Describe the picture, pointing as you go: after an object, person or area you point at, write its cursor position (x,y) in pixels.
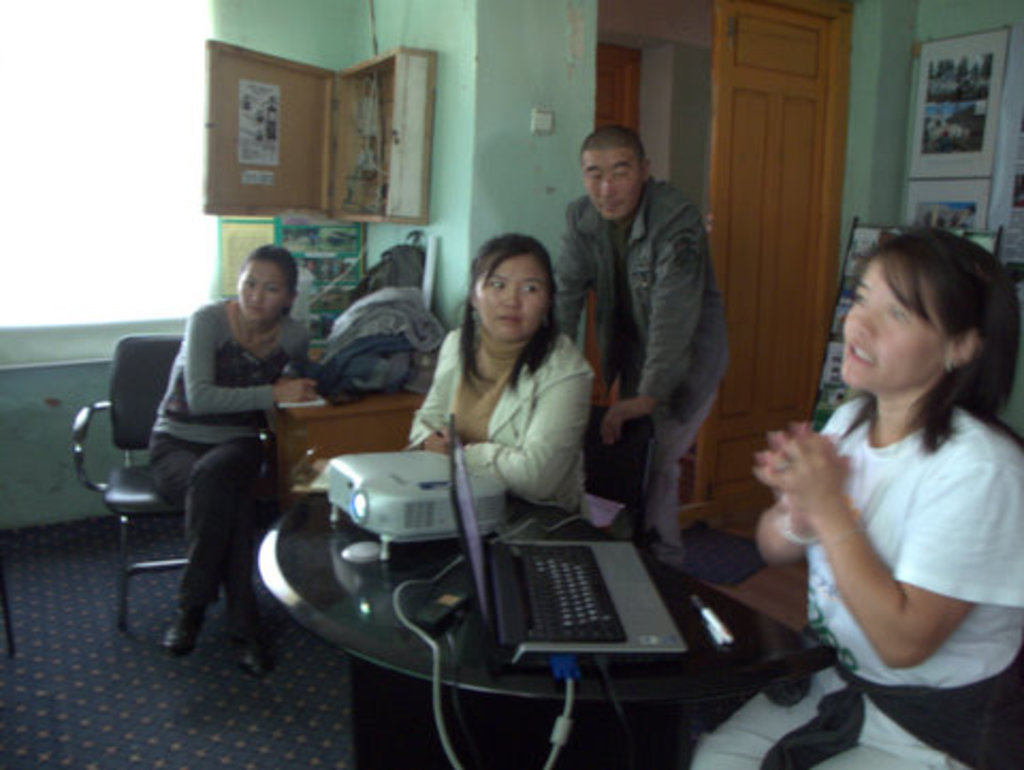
The image is taken inside house (431,393), some people (448,384) are sitting around the table (454,547), on the table (441,544) there is a projector machine (417,496) and a laptop (573,649), to the wall (466,71) there is a table (353,395) on the table (300,457) there are some bags (343,339), in the background (440,148) there is a green color wall (536,72) and a door (814,152).
